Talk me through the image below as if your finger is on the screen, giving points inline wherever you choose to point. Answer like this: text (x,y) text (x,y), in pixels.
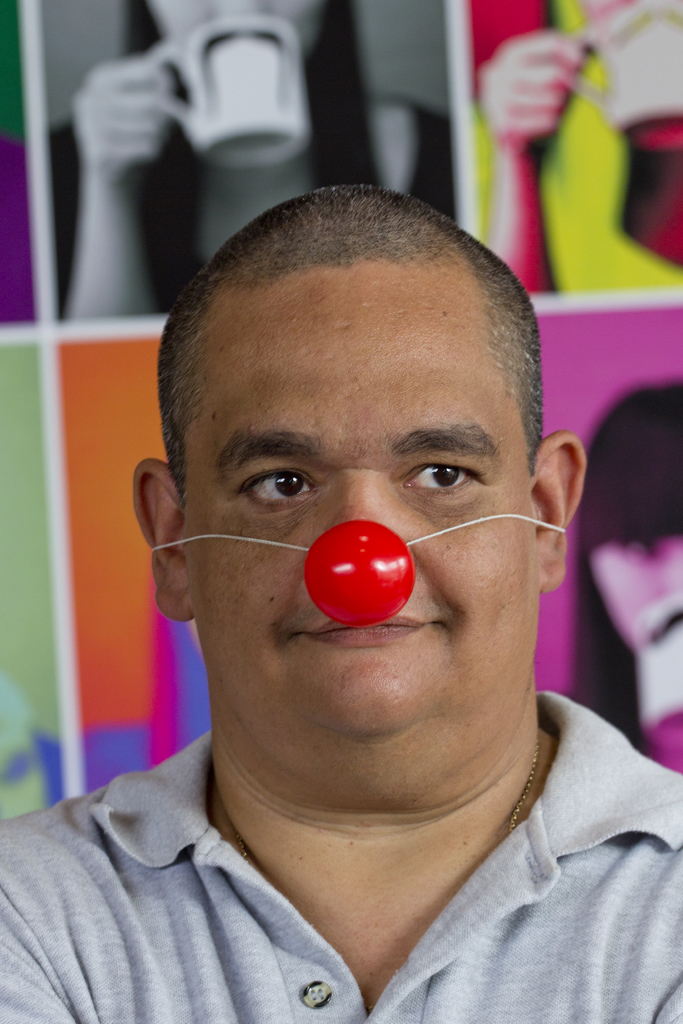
In this image I can see a person (394,774). He is wearing red color object (384,570) on his face (423,587). Back Side I can see a colorful frame (494,129).
